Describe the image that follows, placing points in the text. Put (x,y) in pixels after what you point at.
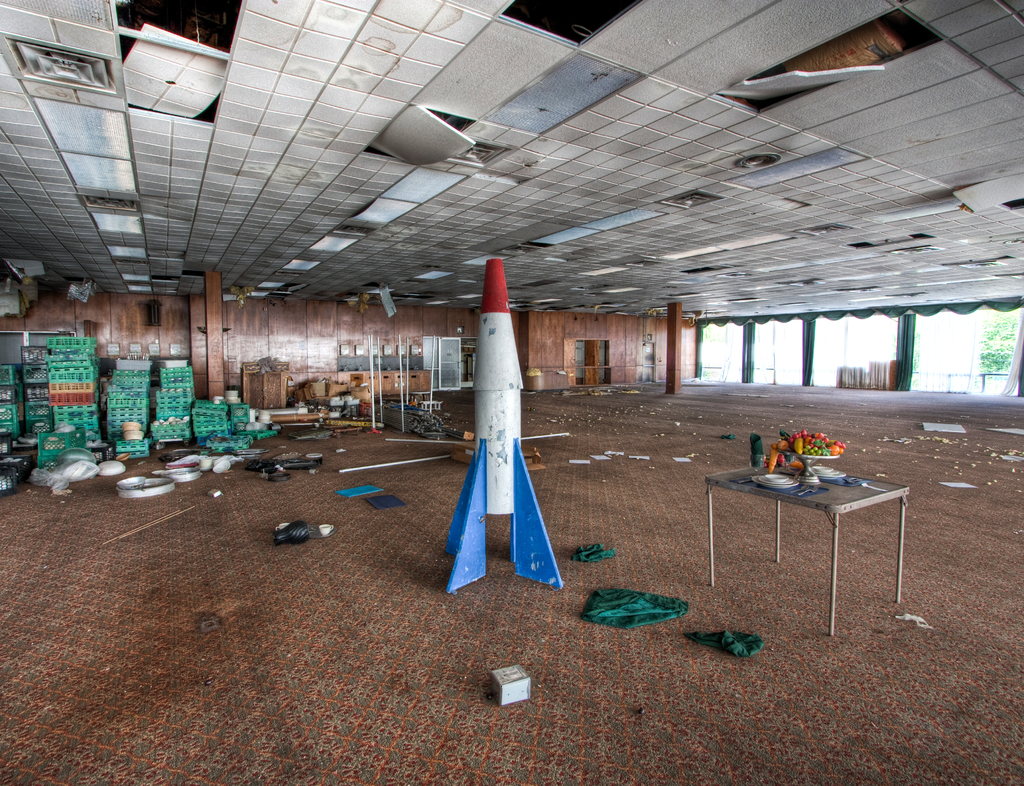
In this image we can see a table (777,495). On the table (768,491) there are plates (779,476) and a tray (802,458) with some items (815,447). Also there is a model of a rocket (481,462). On the floor (270,601) there are some items (393,508). In the back (207,443) there are boxes (132,407) and many other items (285,389). Also there are pillars (218,320).
